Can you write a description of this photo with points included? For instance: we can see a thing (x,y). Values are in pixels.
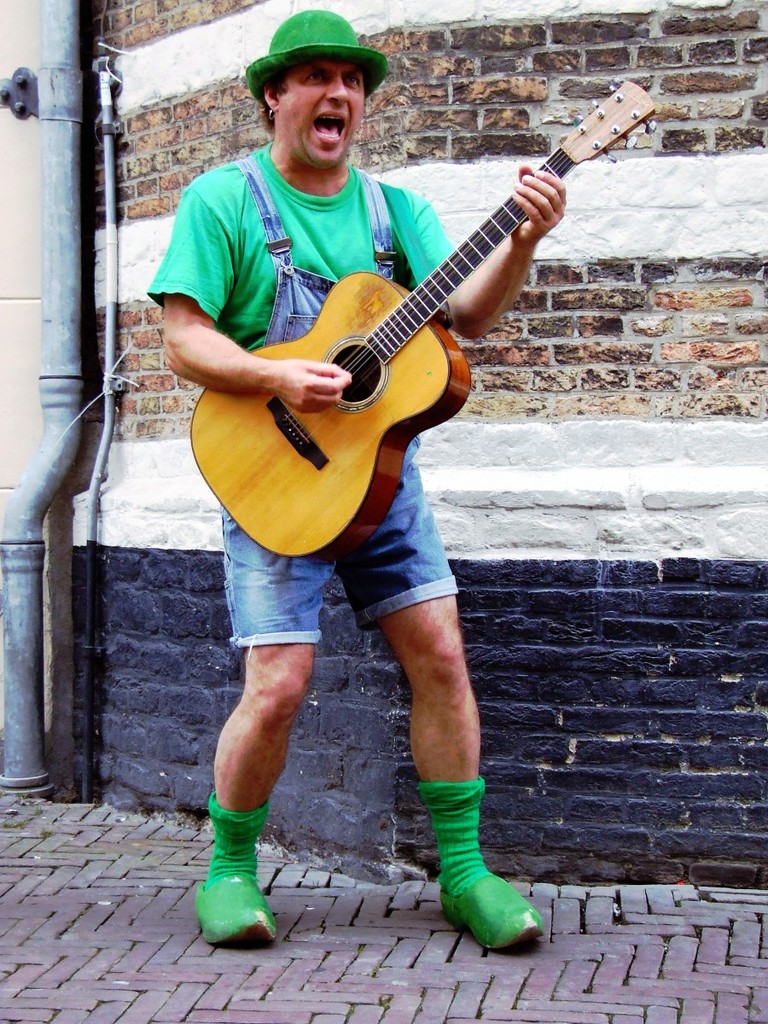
Here we can see a person (231,749) standing and playing a guitar (412,303) and singing a song and behind him we can see pipe (16,764) and he is wearing a hat (326,55).
